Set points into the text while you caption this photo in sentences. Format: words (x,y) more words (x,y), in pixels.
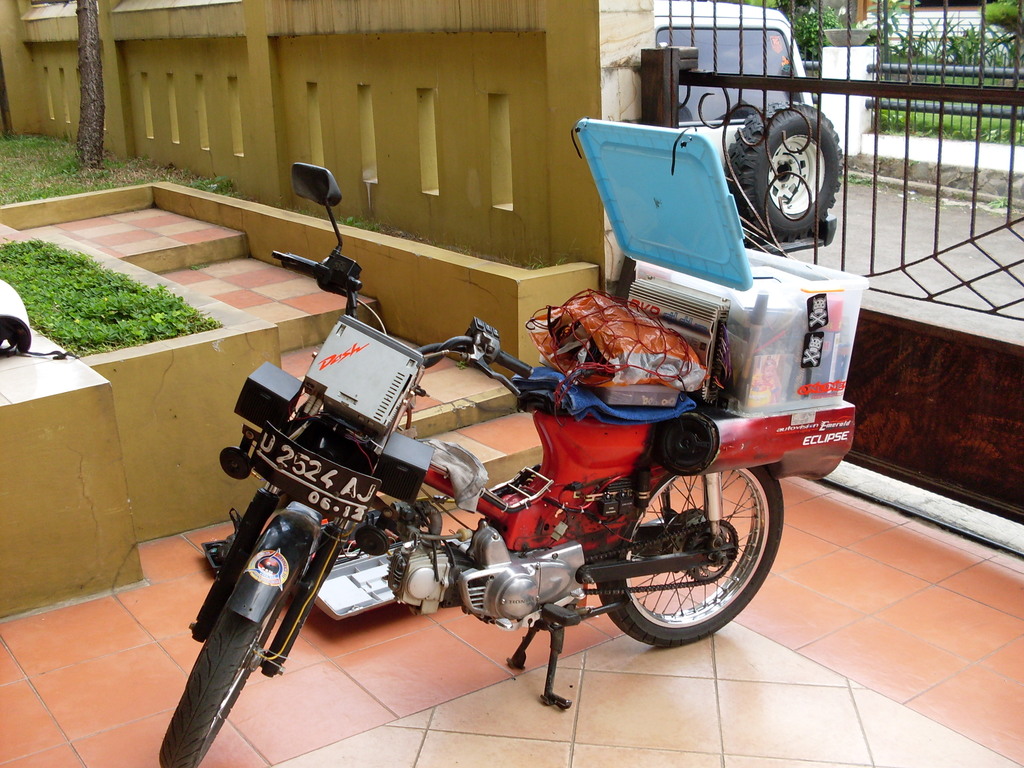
In this picture there is a motor bike (637,434) in the foreground (650,423) and there is a box (795,355) and there is a cover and cloth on the motorbike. At the back (24,90) there is a helmet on the wall (62,570) and there are trees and there is a wall (398,122) and there is a gate (1015,360), behind the gate (877,171) there is a vehicle (804,148) on the road (1008,239) and there is a railing (955,106) and there are plants (940,88). At the bottom (392,721) there is a floor (598,742) and there is an object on the floor (402,710) and there is grass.
